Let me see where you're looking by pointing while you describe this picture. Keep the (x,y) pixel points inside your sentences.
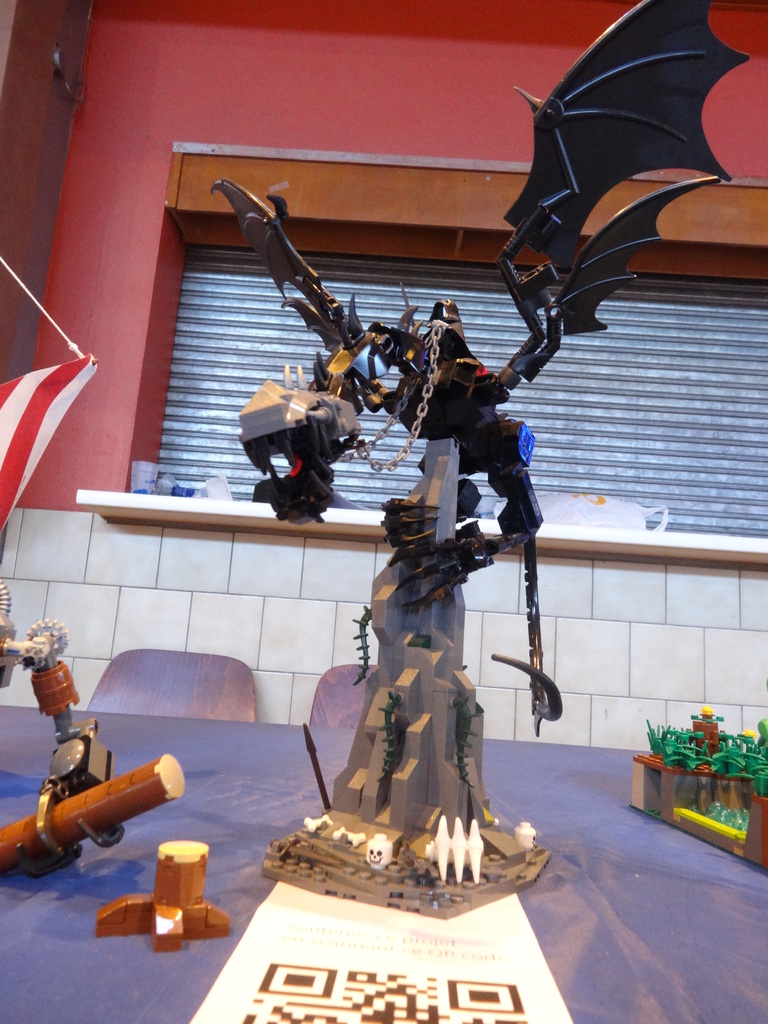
In this picture I can see there is a toy (523,506) of a dragon (688,47) on the mountain (421,697) and there are few more toys (62,778) placed on the table (584,865) and in the backdrop (258,3) there is a wall (160,322) and there is a shutter (687,513).
